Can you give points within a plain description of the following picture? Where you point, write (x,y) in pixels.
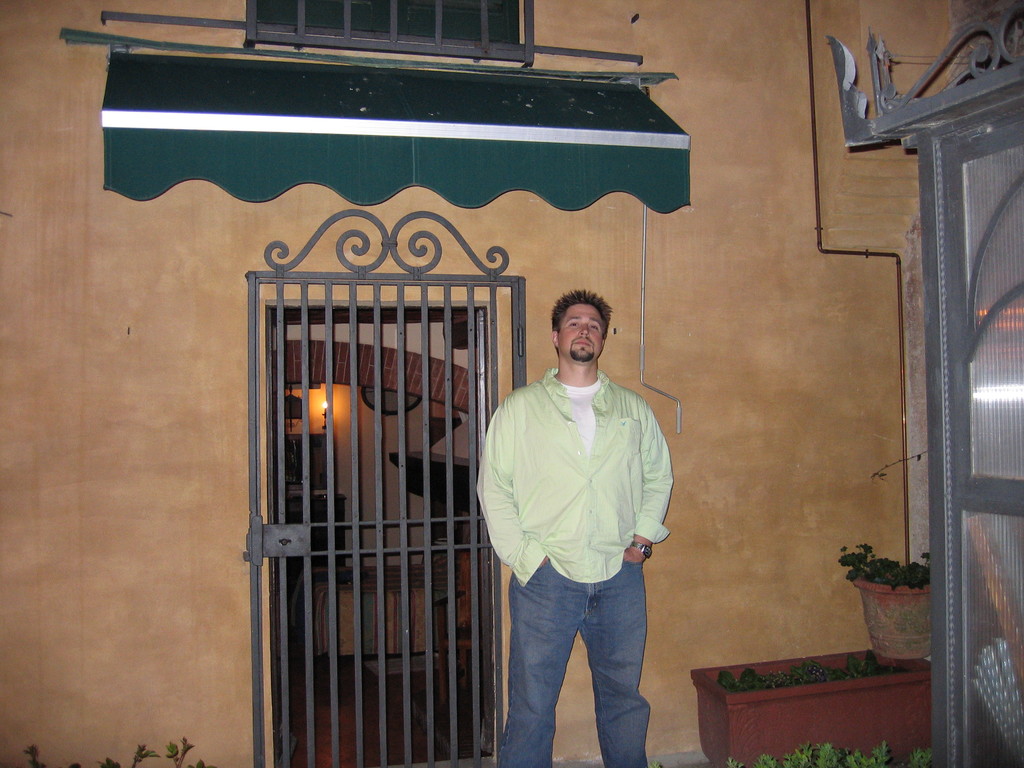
In this picture i can see a man (595,502) is standing on the ground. The man (575,506) is wearing shirt (566,527), pant (546,598) and watch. In the background (302,331) i can see wall (697,321) and other objects (990,419). On the right side (839,680) i can see plant pots (896,573).
